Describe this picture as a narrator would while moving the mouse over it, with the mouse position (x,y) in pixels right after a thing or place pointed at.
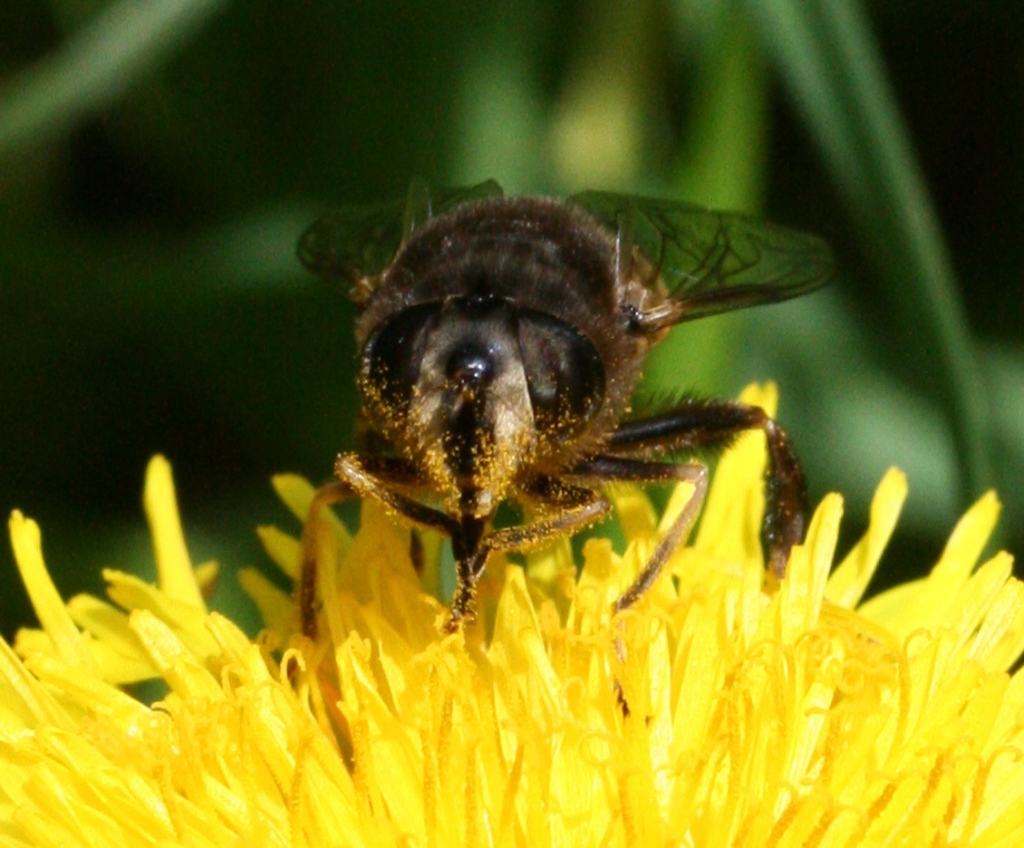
In this image I can see a yellow colour flower (174,508) and on it I can see a brown colour insect (470,417). I can also see green colour in the background (471,91) and I can see this image is blurry from background (174,92).
